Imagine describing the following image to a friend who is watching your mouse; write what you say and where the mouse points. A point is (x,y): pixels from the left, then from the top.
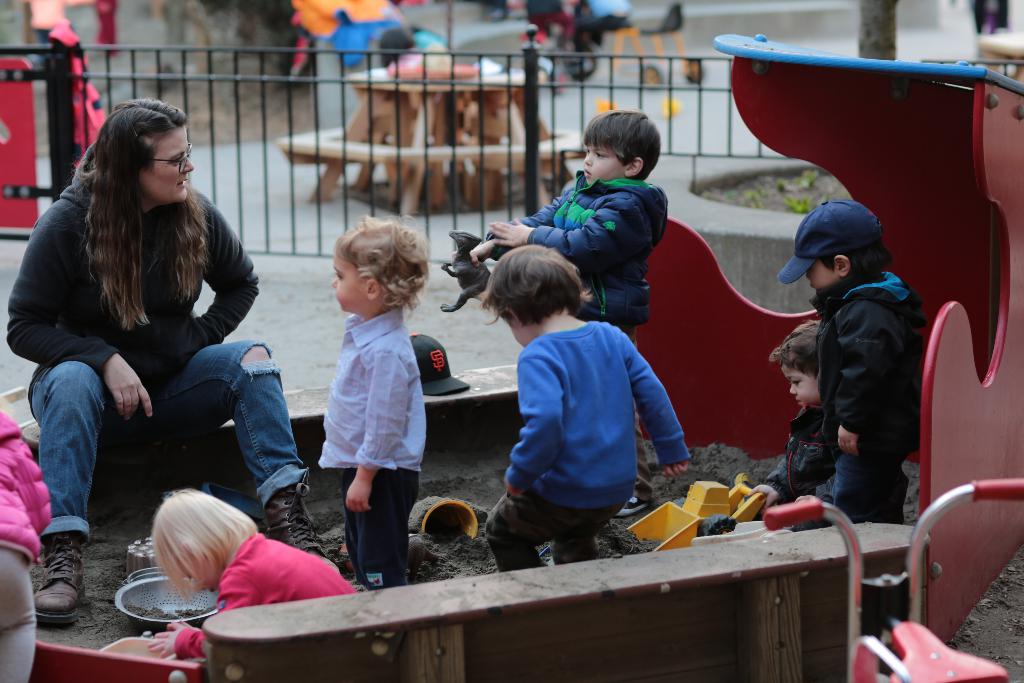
This is the picture of a lady (78,562) who is sitting on the edge (448,396) of the sandbox (699,624) and also some kids (557,445) who are playing with mud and behind there is a fencing (59,137) and some other things (850,158) around.
